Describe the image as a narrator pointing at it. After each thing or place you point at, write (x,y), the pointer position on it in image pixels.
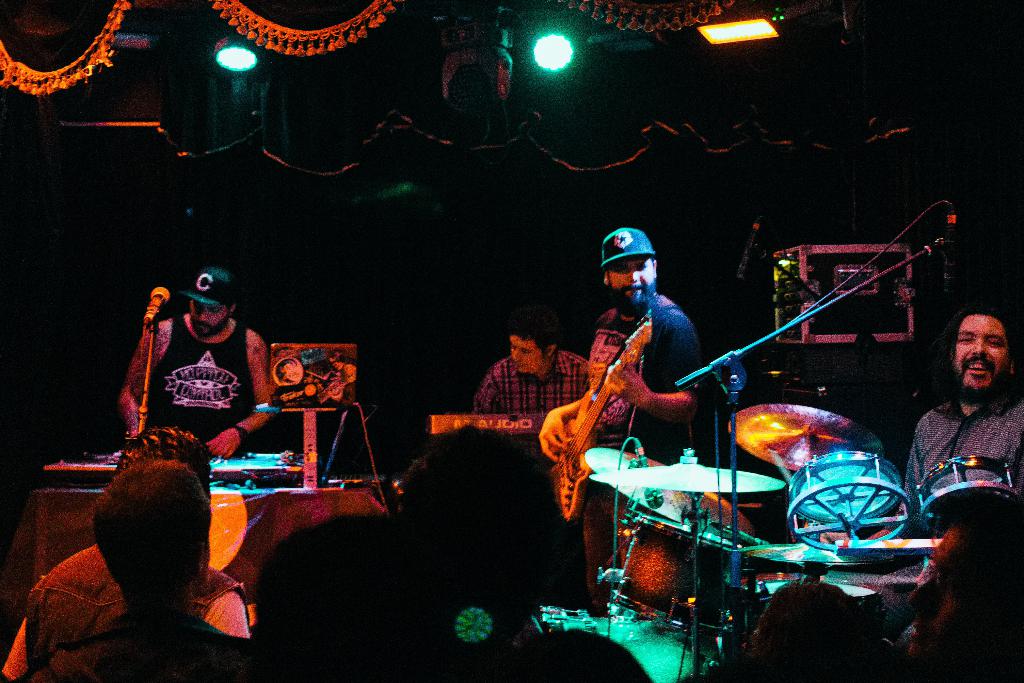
In the image we can see four persons (679,396) were holding musical instrument (639,470). And coming to the right corner (940,433) we can see man (995,424) smiling. And in front of them we can see some persons (159,606) were standing and they were audience (394,588). And coming to the background (462,236) we can see wall (533,198) and some musical instruments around them.
